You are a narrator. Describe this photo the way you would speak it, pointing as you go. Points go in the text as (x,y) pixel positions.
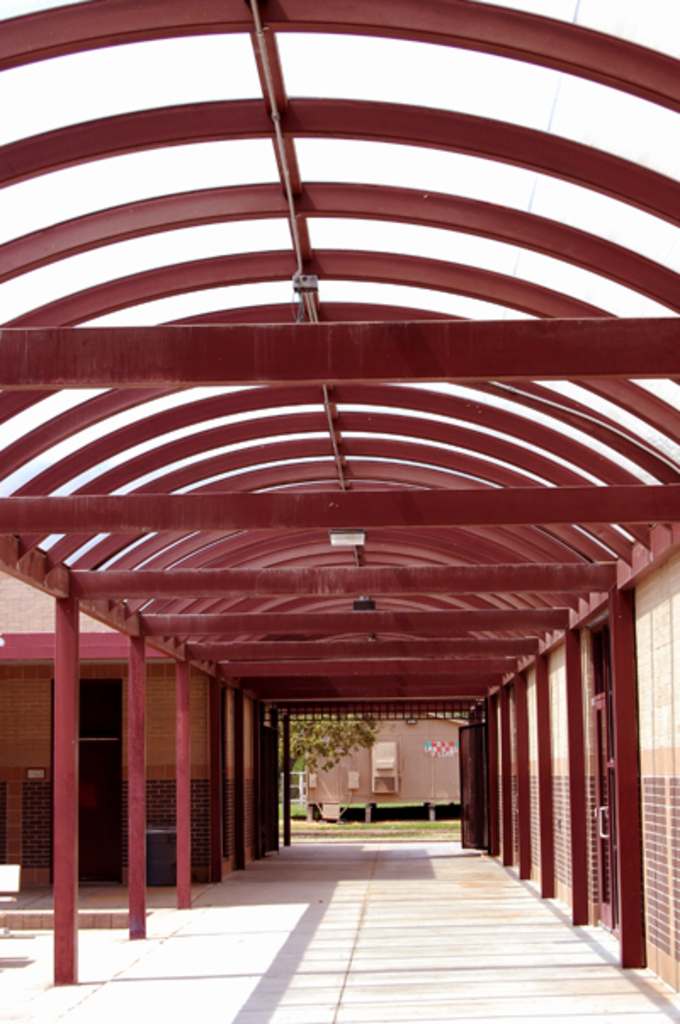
In this picture we can see a few poles (213,677) on the right (635,923) and left side of the path (225,901). We can see a house (5,812) on the left side (154,800). There is a door (609,705) and a door handle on the right side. We can see a plant (320,743) and some grass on the ground (318,844). There is a house (386,800) and other objects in the background (386,800).
